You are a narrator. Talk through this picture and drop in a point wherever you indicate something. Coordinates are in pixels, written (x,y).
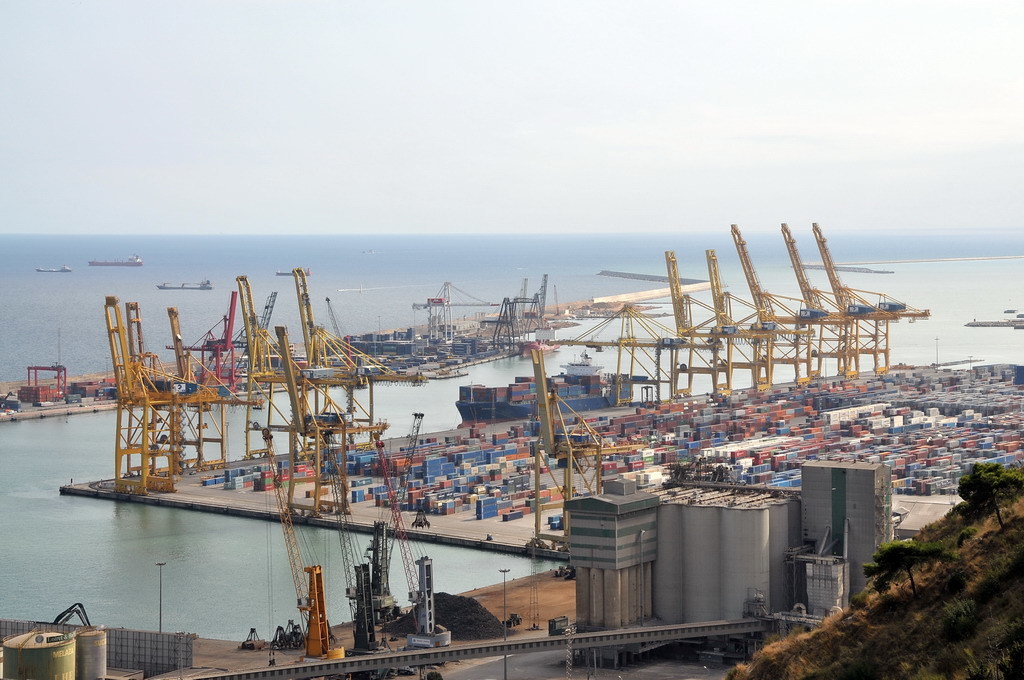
This picture is clicked outside the city. In the foreground (279,679) we can see the metal stands (361,614), bridge (342,667) and trees (999,496) and some buildings (821,560). In the center (419,392) there is a water body (944,301) and we can see many number of items (722,415) and metal stands (684,326). In the background (511,72) there is a sky (687,130) and some items (177,288) in the water body (488,264).
